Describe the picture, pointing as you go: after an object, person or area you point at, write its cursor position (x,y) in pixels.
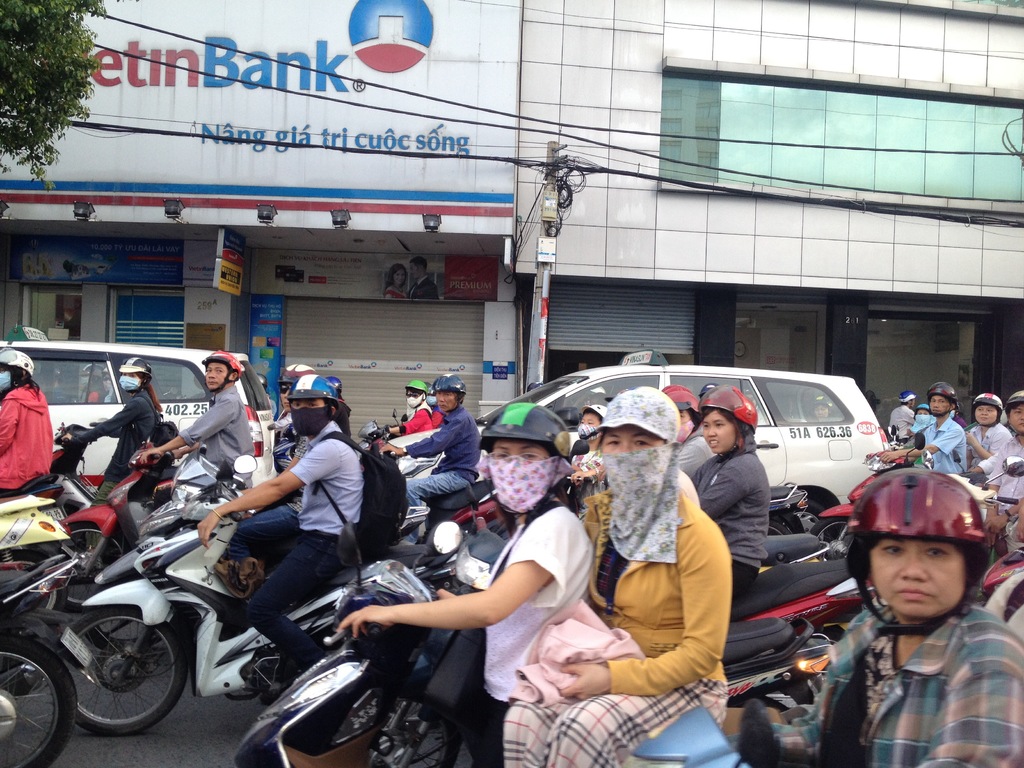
This picture describes about group of people (544,617) riding bikes (193,658) on the road (173,732), and we can see couple of cars (809,424), pole (551,184), couple of buildings (396,106) and trees (56,82).
